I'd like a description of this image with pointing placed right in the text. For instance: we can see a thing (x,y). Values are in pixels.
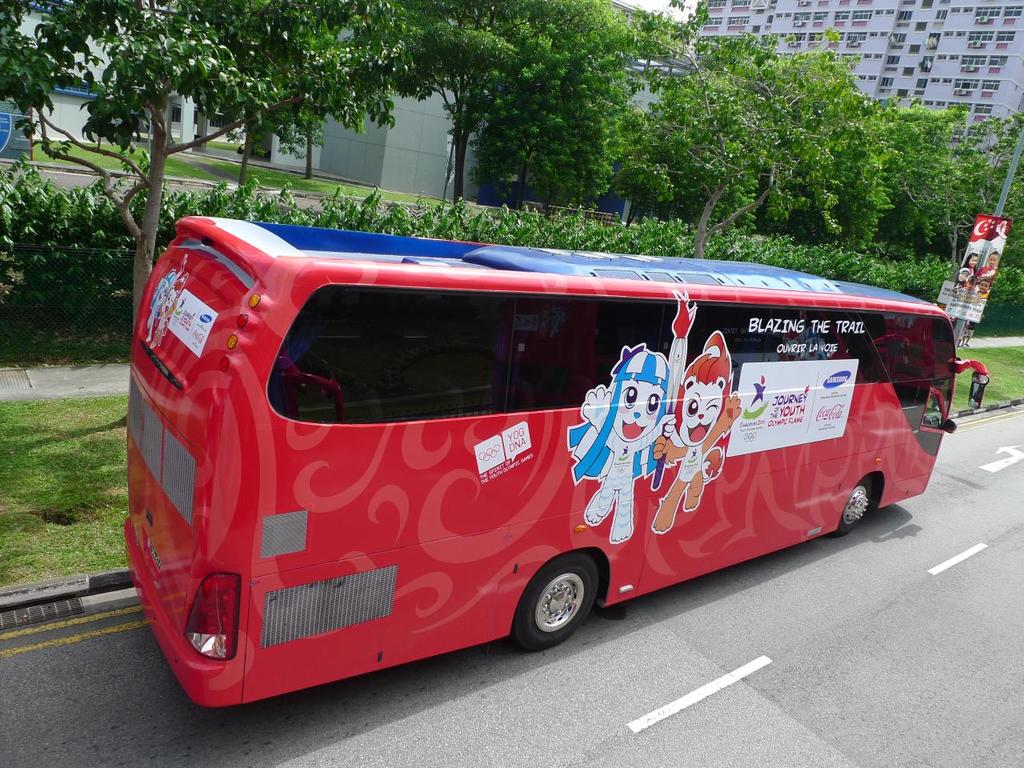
In the foreground of this image (490,511), there is a red bus (689,530) moving on the road (782,640), In the background (67,533), there is grass (82,479), trees (578,67), plants (346,200), buildings (425,176) and a pole (995,237) on the right (985,245).
